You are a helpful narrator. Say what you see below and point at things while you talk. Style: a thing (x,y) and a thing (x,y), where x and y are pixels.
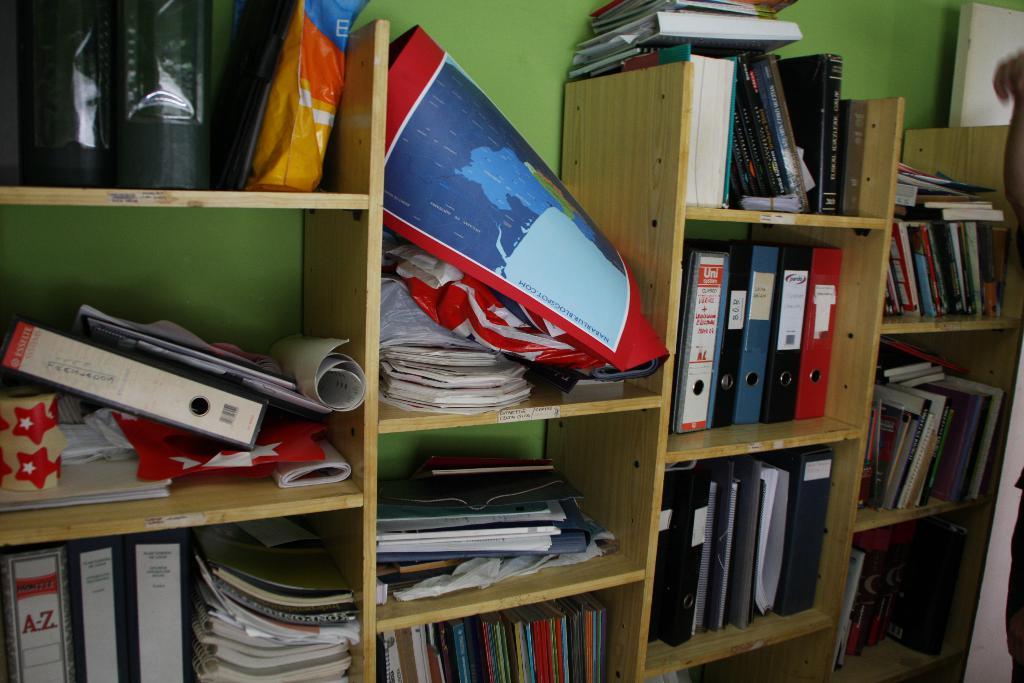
In this image I can see few books (609,21) and papers (488,468) in the racks (571,96), background (490,64) the wall (552,57) is in green color.
